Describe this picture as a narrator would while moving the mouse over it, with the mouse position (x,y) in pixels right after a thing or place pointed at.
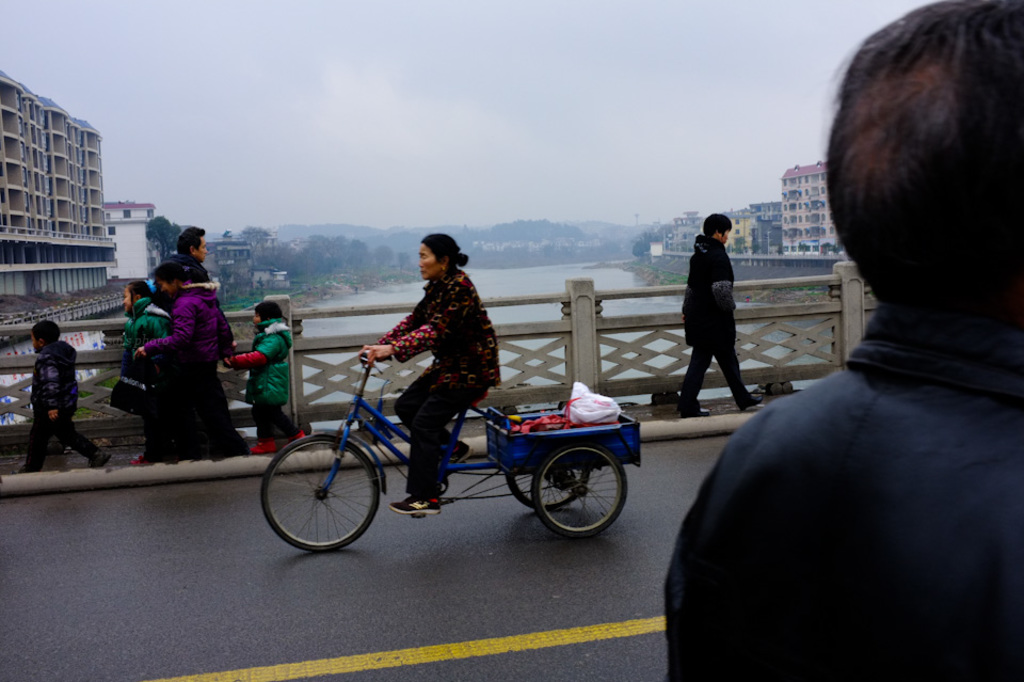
This image is clicked on the road (161,544). There are few people (803,594) on the road (336,614). To the right (897,388), the man (897,388) wearing black jacket (989,503) is walking. In the middle (429,313), the woman (409,430) riding a cycle (502,471) is wearing a black pants (435,434). To the left (60,165), there is a building (4,158). In the background (142,263), there are trees (633,242), buildings (557,240) and a river (550,276). At the bottom (260,652), there is a road (257,668).
